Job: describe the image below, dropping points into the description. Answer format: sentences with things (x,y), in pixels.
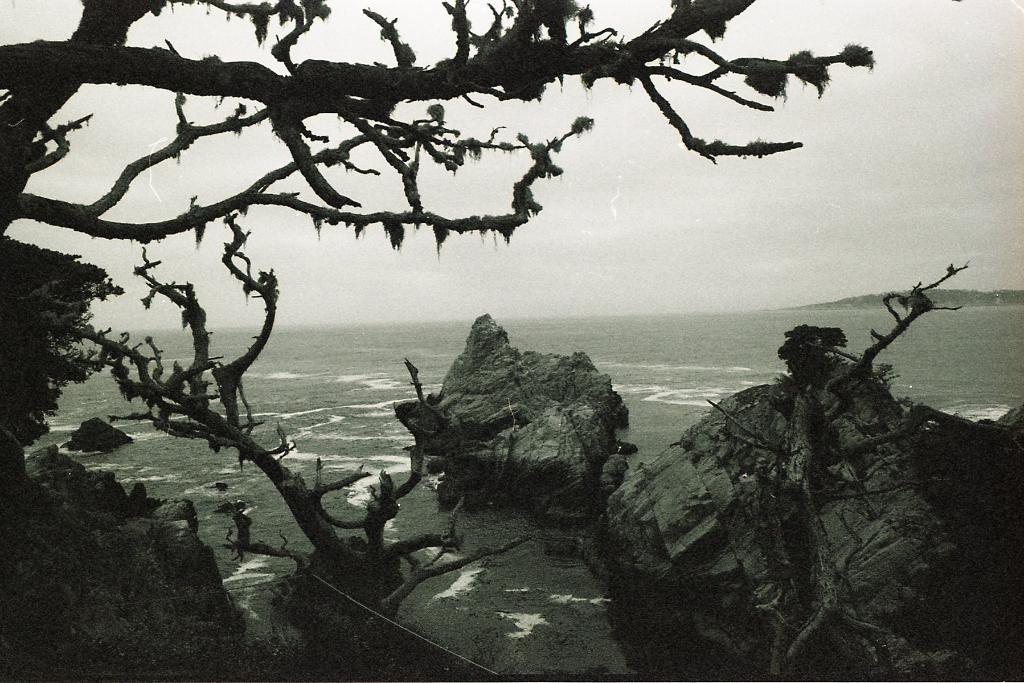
Here in this picture we can see trees (337,558) with empty branches (360,220) present over there and we can see rock stones (783,437) present here and there and we can see water (942,367) present all over there and we can see clouds (890,150) in sky (677,309).
